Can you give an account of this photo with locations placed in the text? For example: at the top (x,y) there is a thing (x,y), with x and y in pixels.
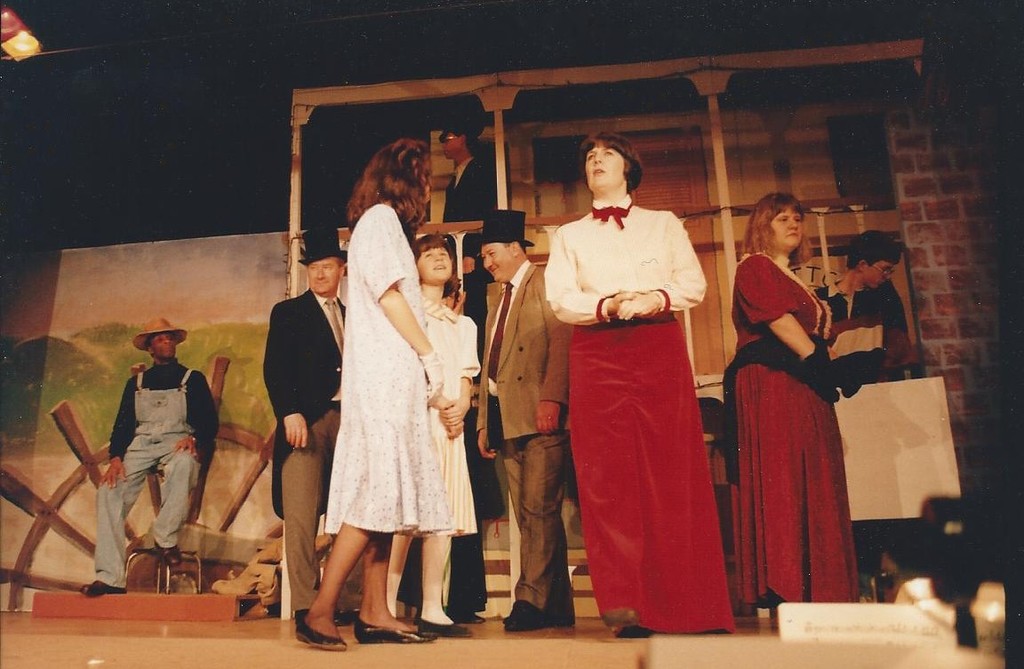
This consists of many people (422,451) standing on the dais (281,620). It looks like they are performing a skit. In the background (119,360), there is a wall (973,245) along with wooden board (203,279).
